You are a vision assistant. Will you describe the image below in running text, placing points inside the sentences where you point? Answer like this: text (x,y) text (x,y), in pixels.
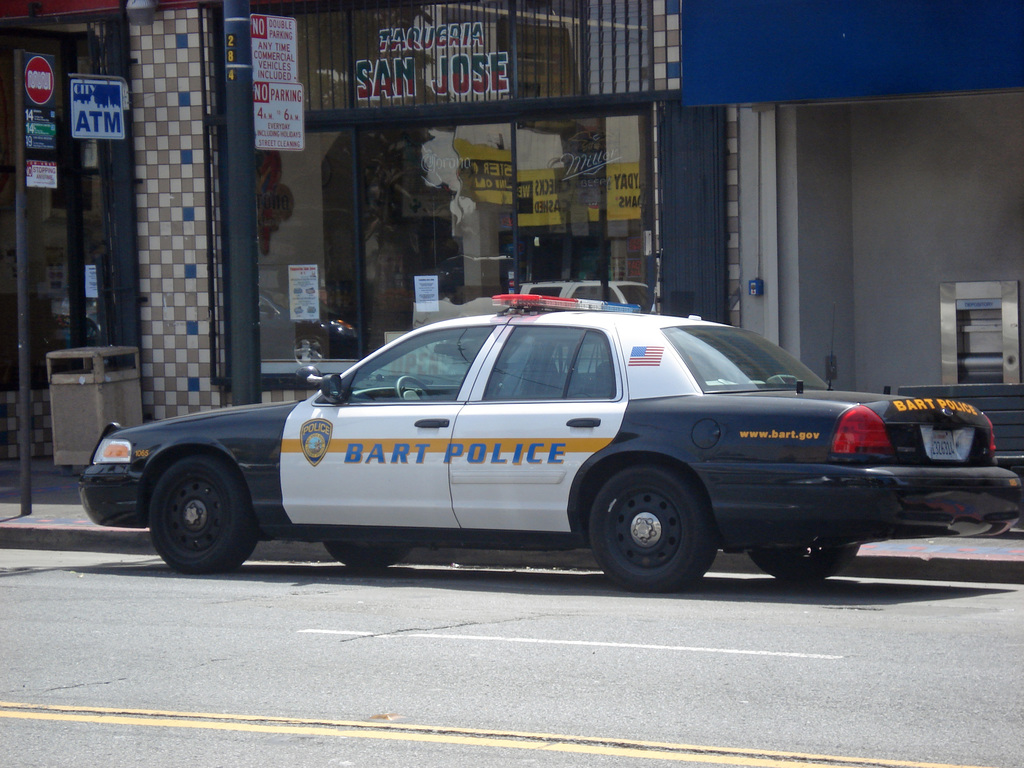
In the middle of the image (367,391) there is a vehicle (432,391) on the road (1007,762). Behind the vehicle (408,402) there is a building (541,69) and poles (240,107) and sign boards (41,127).
